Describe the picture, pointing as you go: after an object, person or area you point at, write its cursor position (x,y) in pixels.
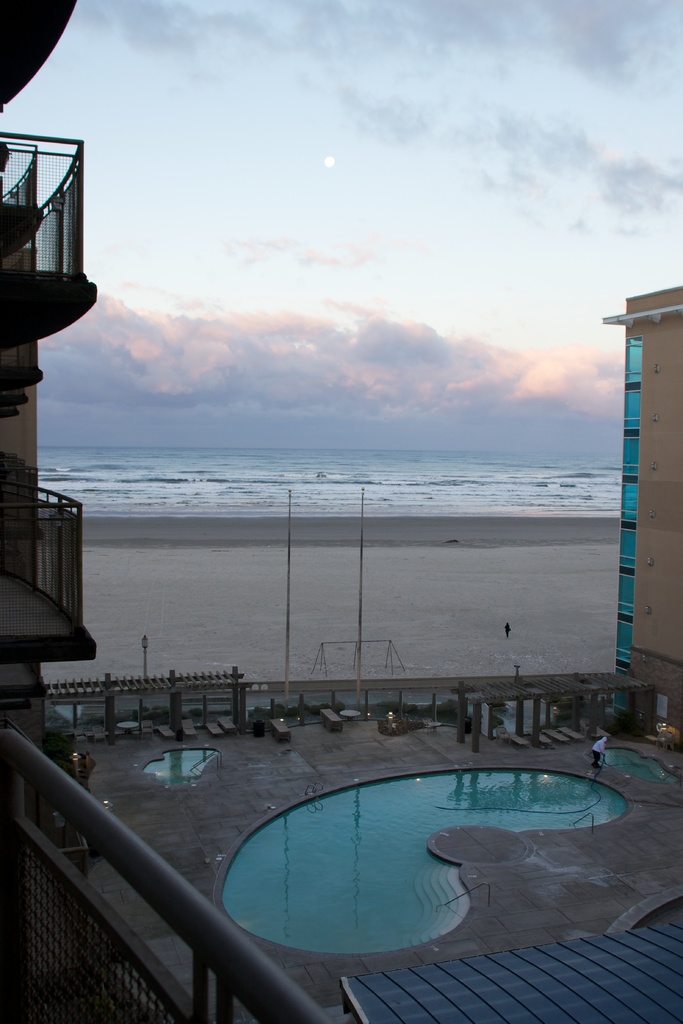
In the foreground of the picture (19,406) there are buildings (670,635), swimming pool (392,807), beach chairs (331,724), wall (444,703), person (592,754), light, poles (177,718) and other objects (489,719). In the middle of the picture (330,594) we can see a water body (198,511) and beach (257,555). In the background (366,170) it is sky (361,225), in the sky (359,162) there is a celestial body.
